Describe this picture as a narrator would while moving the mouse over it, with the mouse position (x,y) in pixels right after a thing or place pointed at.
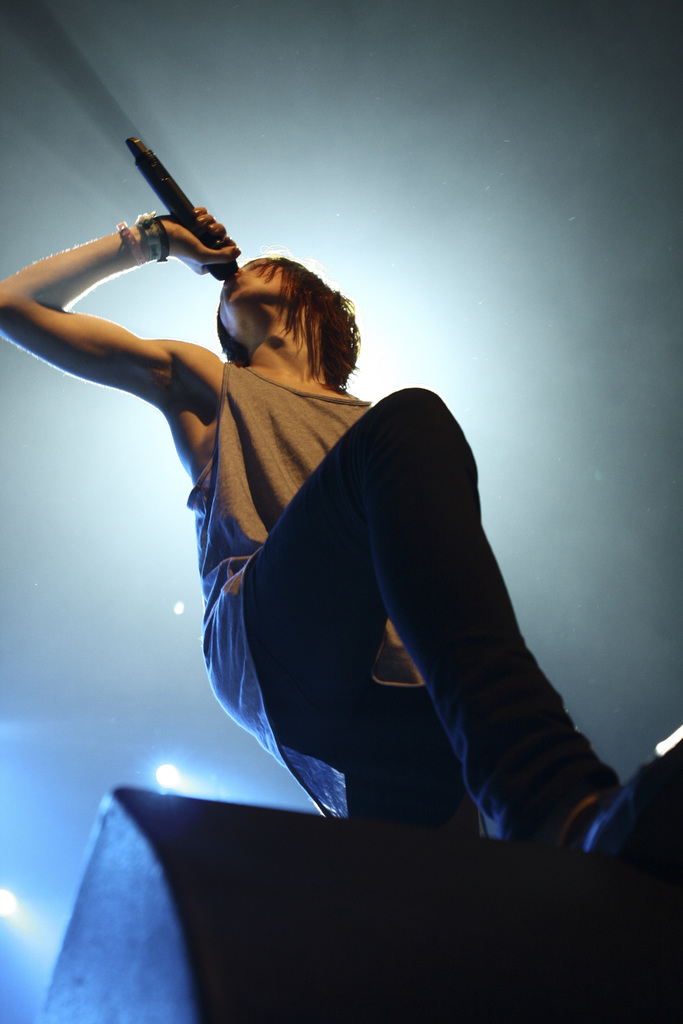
In this picture we can observe a person (295,548) standing and holding a mic (180,219) in his hand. He is wearing a brown color T shirt (245,527). In the background (52,840) we can observe lights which are in white and blue color.
